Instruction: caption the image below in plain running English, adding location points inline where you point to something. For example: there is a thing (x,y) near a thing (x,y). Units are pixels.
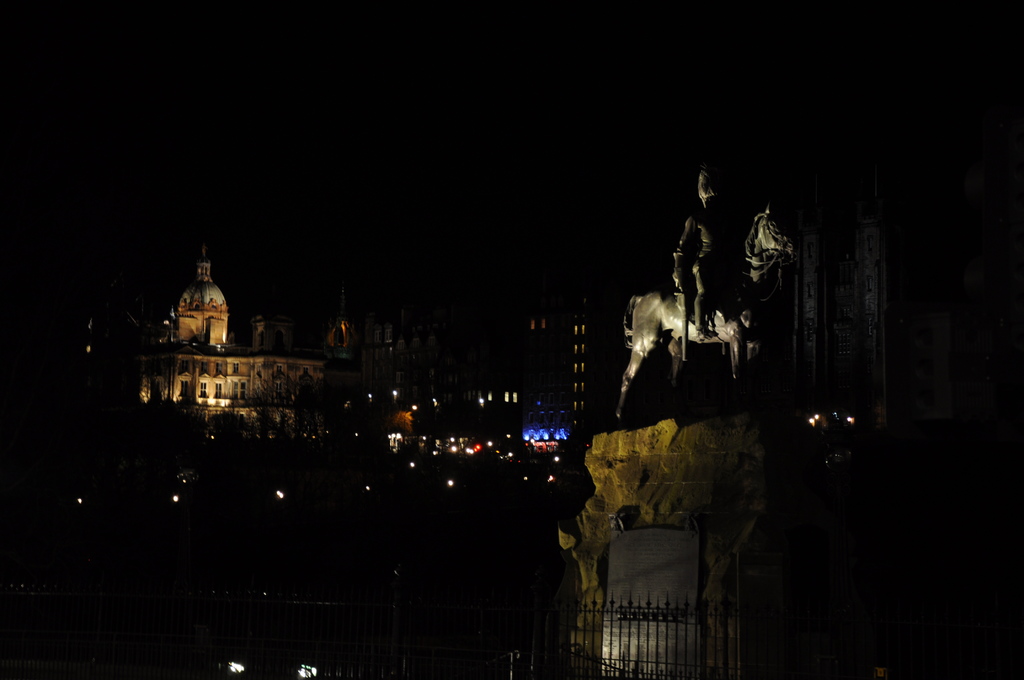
This is the statue (664,339) of a person (711,264) sitting on the horse (655,328). This statue (647,341) is placed on the rock (719,479). I think this is an iron grill (502,639). I can see the buildings (379,357) with windows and lights (541,412). The background (95,128) looks dark.
